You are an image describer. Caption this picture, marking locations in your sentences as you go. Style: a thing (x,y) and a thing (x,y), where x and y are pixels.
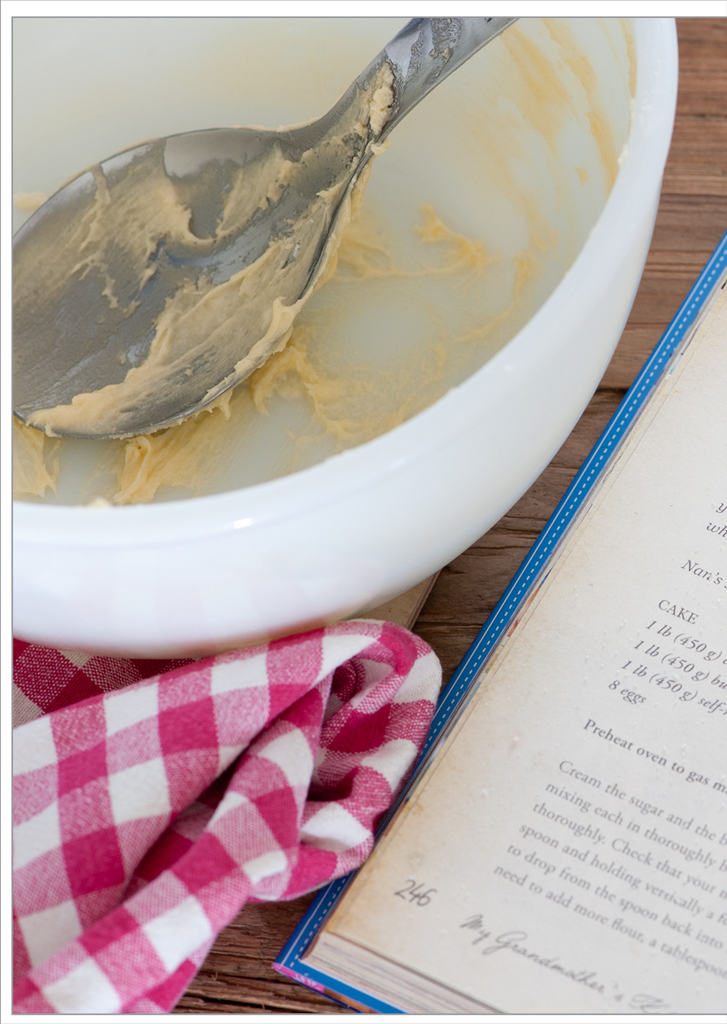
In this image we can see a bowl (247,545) and a spoon (241,335) with some batter (354,396). We can also see the hand towel (205,898) and a book (536,791) on the table (549,506).
